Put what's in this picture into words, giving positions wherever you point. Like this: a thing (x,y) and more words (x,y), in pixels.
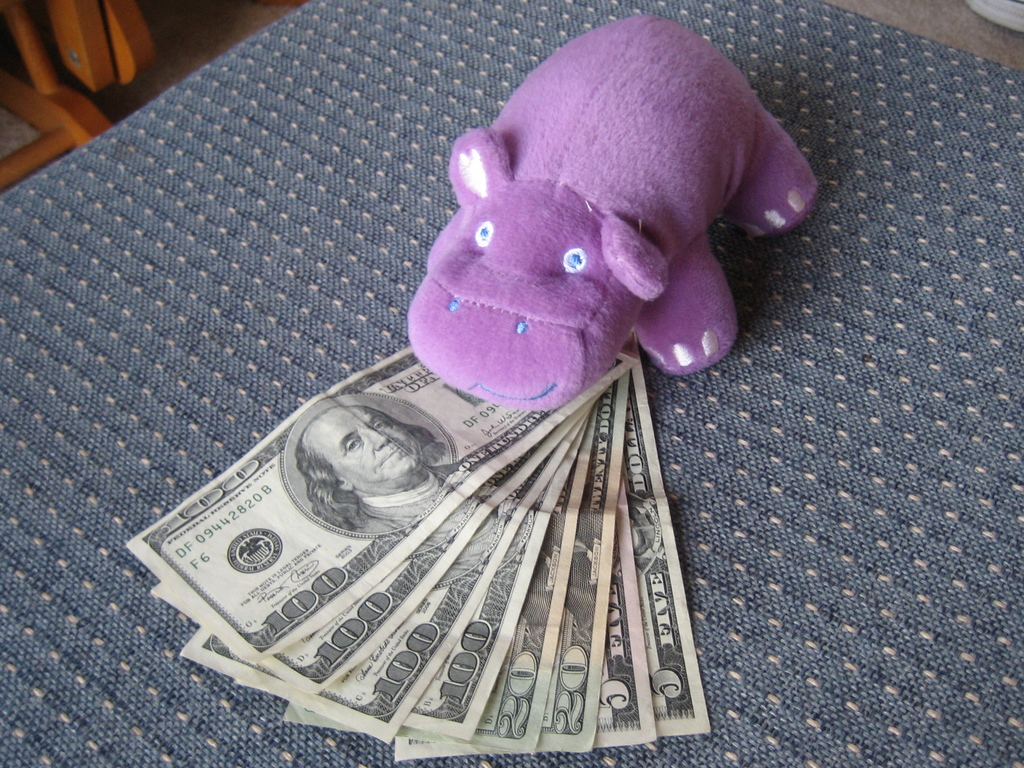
In the foreground of this picture (599,599) we can see the currency notes (639,546) and a toy (647,192) are placed on the top of a blue color object (877,241). In the background (98,32) we can see many other objects (81,99) and we can see the text (195,537), numbers (311,605) and some pictures (443,454) on the currency notes (484,468).
